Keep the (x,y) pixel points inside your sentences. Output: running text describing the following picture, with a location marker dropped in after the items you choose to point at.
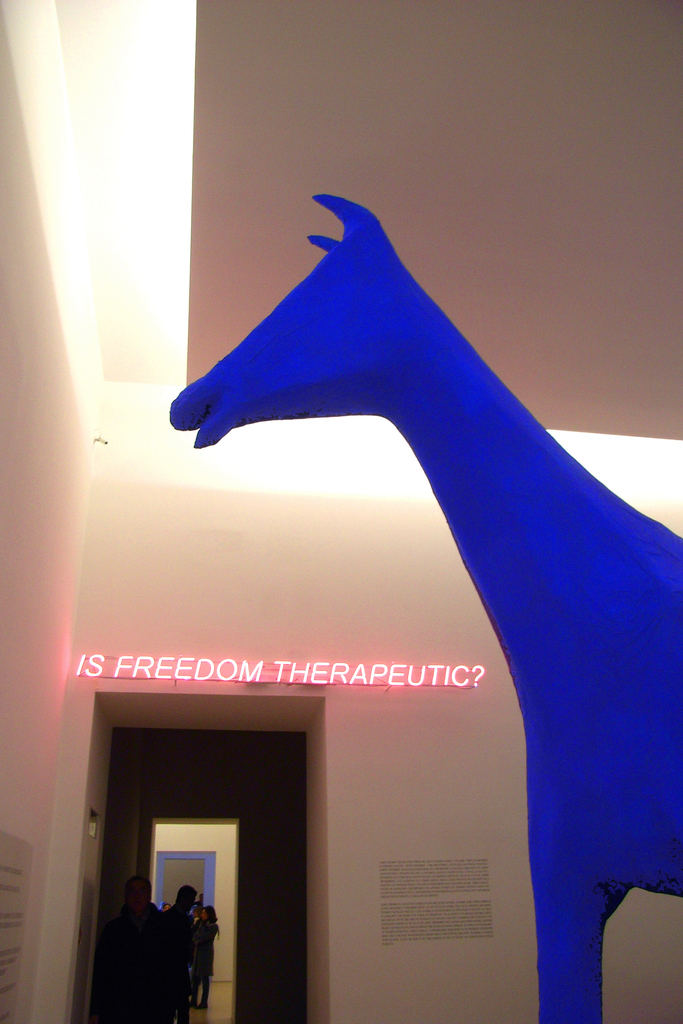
This looks like an artificial animal (552,676), which is blue in color. I think this is a name board (333,684), which is attached to the wall (420,695). At the bottom of the image (207,955), I can see few people (198,955) standing. I think these are the posters (430,896), which are attached to the walls (429,833).
